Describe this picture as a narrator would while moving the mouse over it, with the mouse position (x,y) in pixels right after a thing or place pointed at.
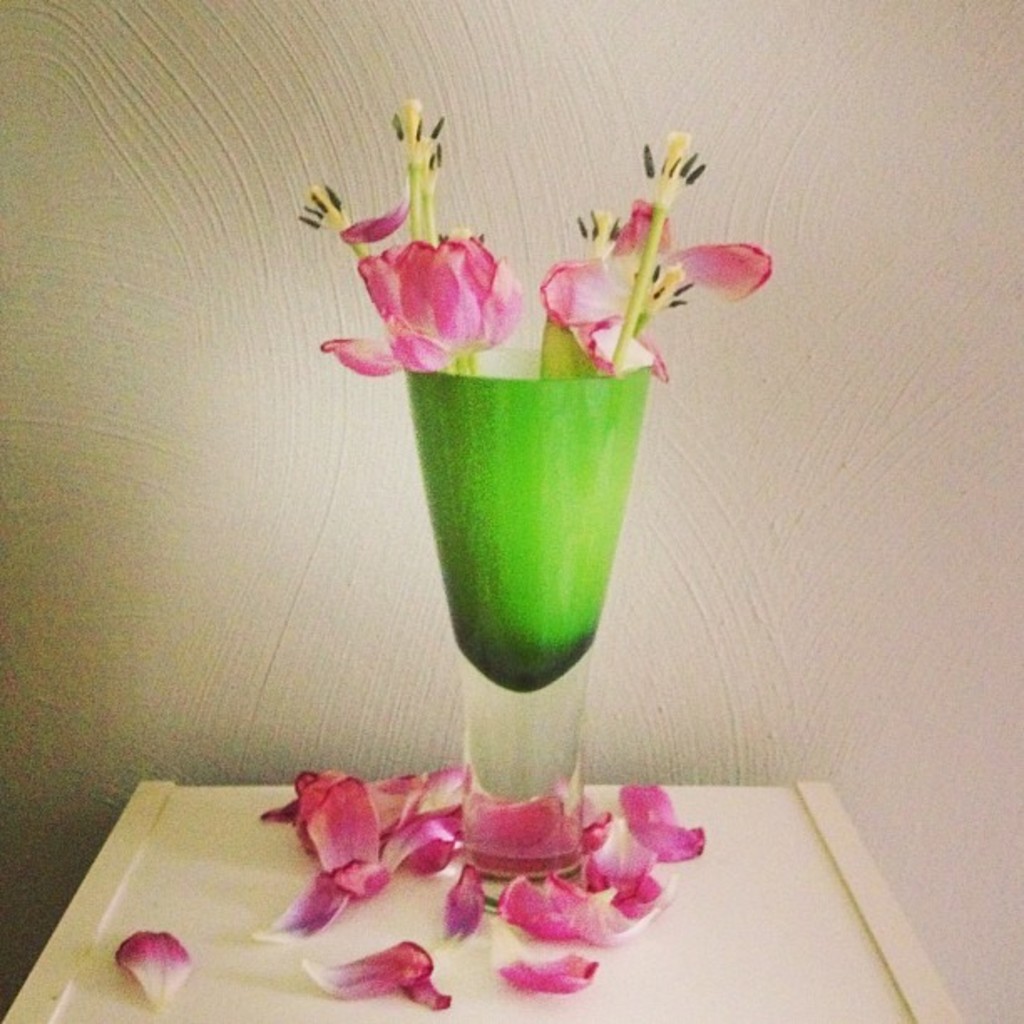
In this image we can see some flowers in a vase (501,604) which is placed on the table (520,949). We can also see some petals (473,916) beside it. On the backside (817,503) we can see a wall (817,503).
